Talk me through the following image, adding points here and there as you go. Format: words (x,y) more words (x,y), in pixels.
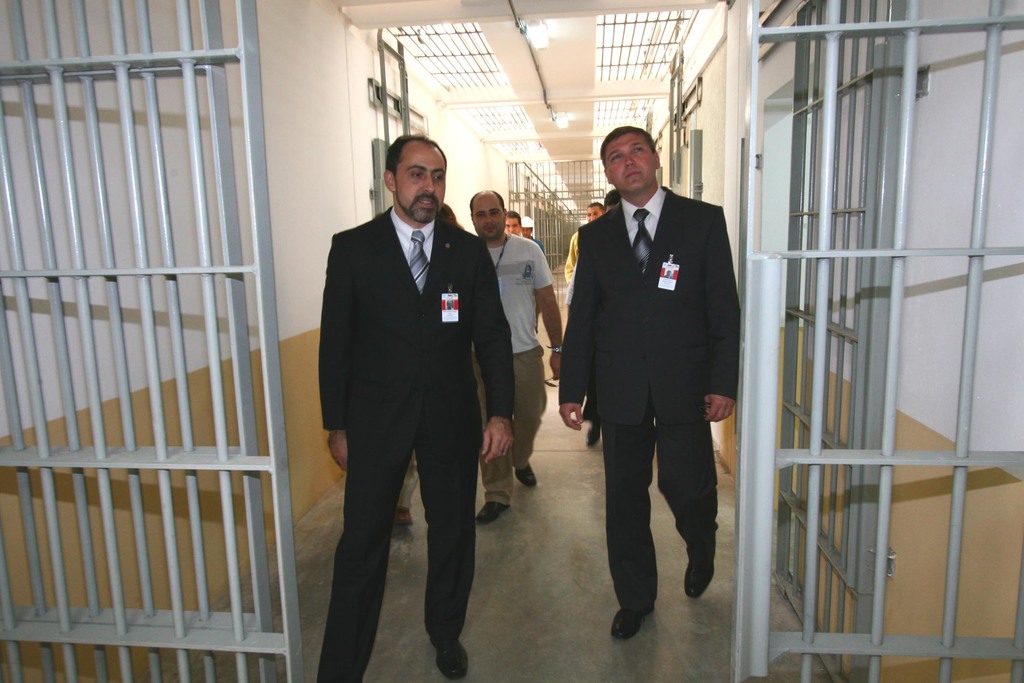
In this picture we can see gates (136,447), blazers (433,322), ties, id cards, walls (429,117) and some people (514,225) walking on the floor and in the background (434,56) we can see rods (574,185), lights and some objects (536,174).
